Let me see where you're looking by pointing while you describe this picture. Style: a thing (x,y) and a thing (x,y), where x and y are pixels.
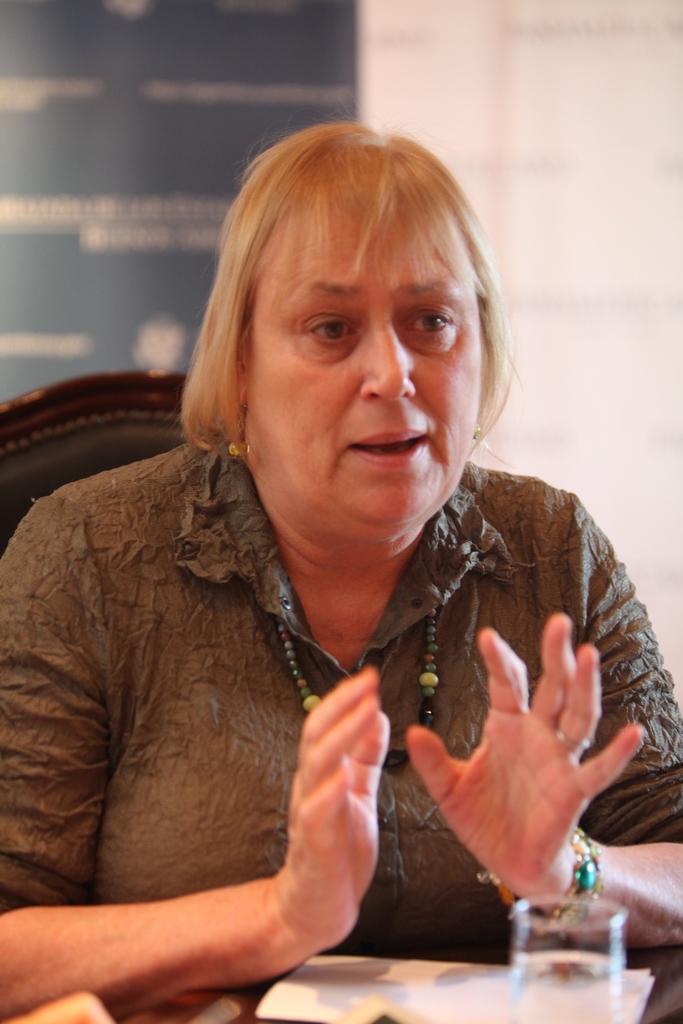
In this image we can see a woman (401,643) wearing a dress (228,820) is sitting on the chair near the table (681,983) where glass (579,970) and a few things (455,1001) are kept. The background of the image (25,14) is blurred.
